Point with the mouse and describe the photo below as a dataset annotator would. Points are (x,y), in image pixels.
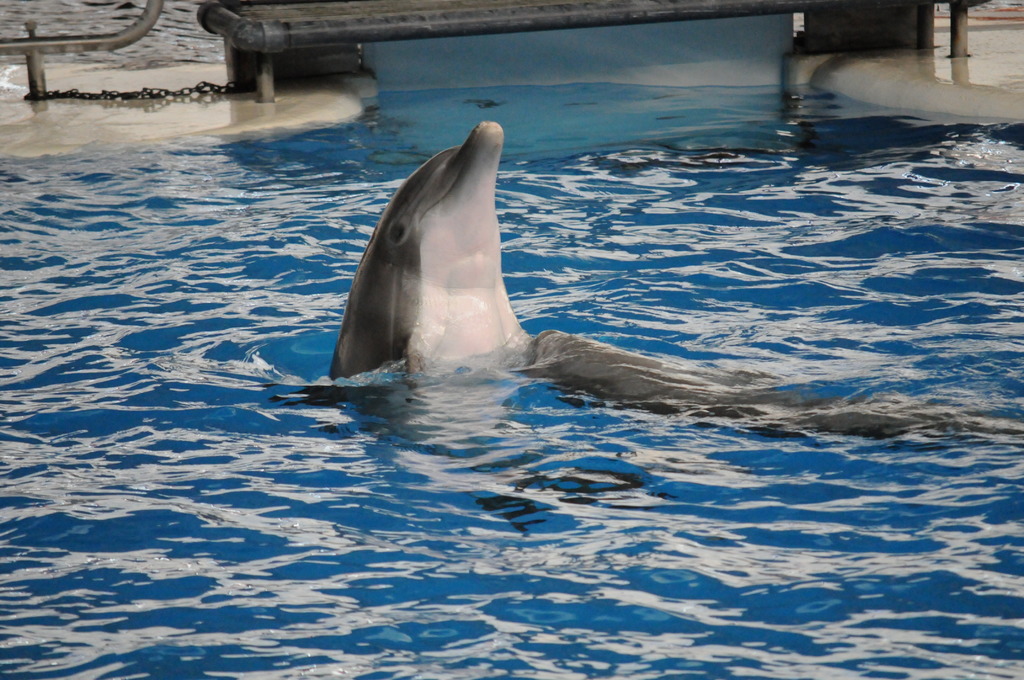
In the image we can see water (314,239), in the water (569,299) we can see a dolphin (553,348).
